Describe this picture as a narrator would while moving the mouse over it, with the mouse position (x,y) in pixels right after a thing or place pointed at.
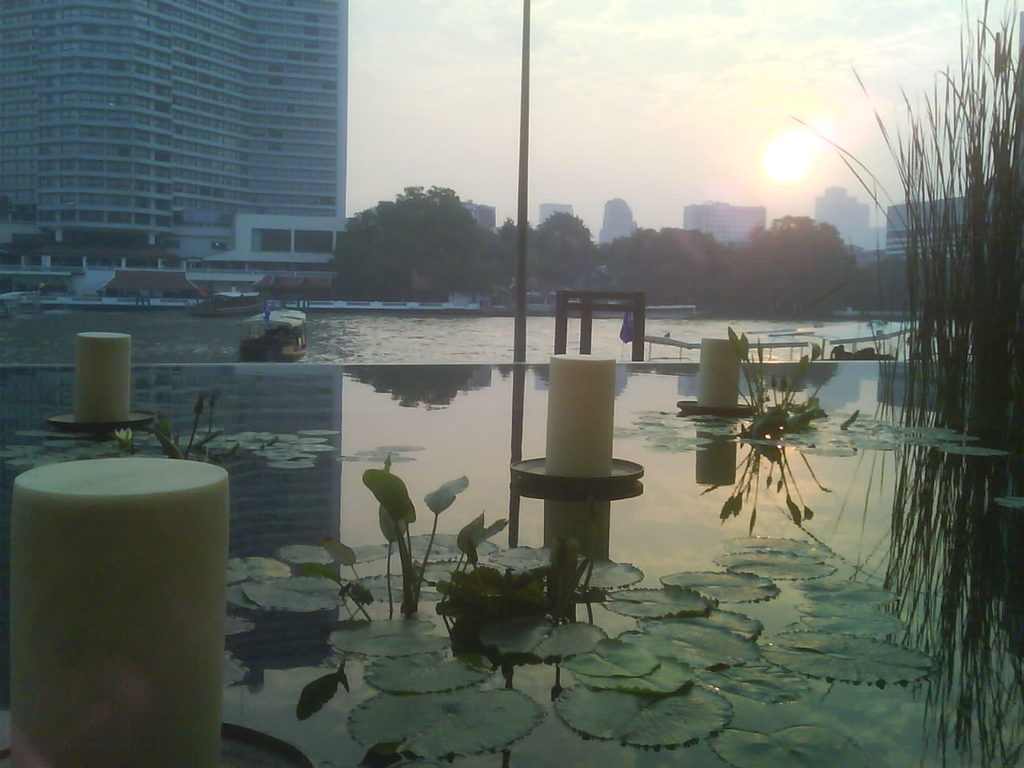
In the image there are leaves (400,507) and plants (932,273) and other objects (83,568) in the foreground (607,430), behind them there is a water surface (315,350) and on the water surface (187,319) there is a boat (281,312), in the background (123,257) there are trees (427,239) and buildings (284,189).
